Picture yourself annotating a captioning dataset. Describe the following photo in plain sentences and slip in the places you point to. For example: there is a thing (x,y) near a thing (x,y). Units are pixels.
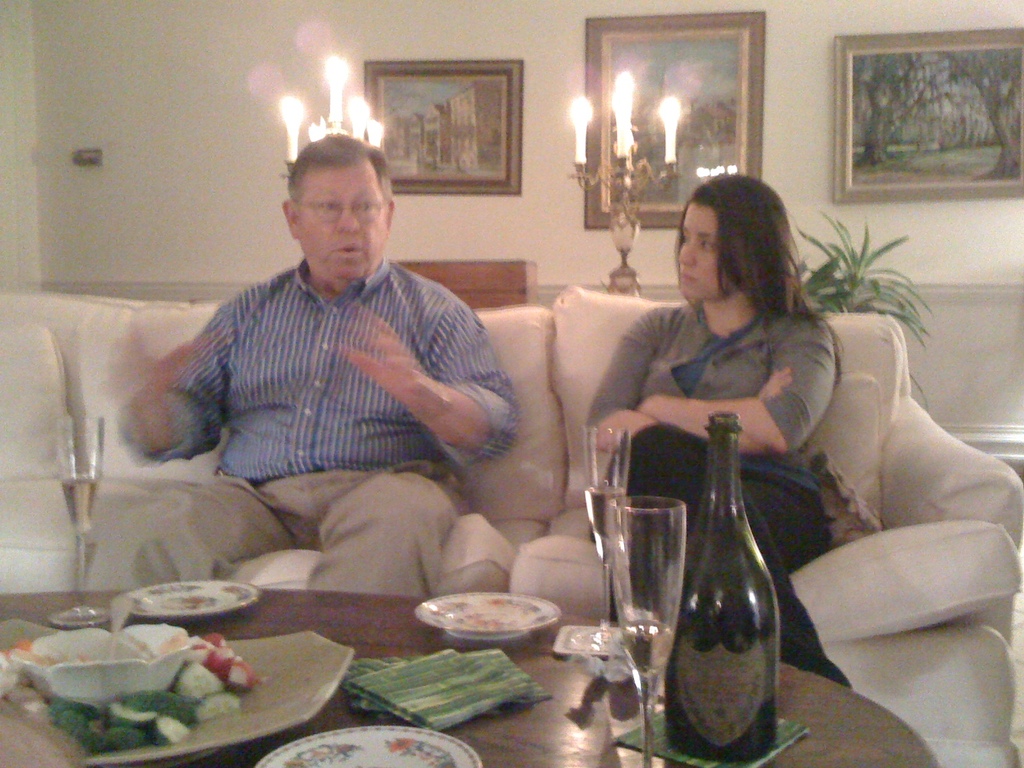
In this image i can see there are two persons (611,377) sitting on the sofa set (526,361), in front of them there is a table (321,609), on the table (344,643) there are some plates (466,607), glass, bottles (724,615) and food items (166,692) kept on the bowls (74,691) visible and back ground of the person (351,185) there is a wall (421,42), on the wall (561,14) there are some photo frames (643,35) attached to the wall (822,99) And there are some lights (578,150) visible back ground of them, and on the right side (828,276) corner there is a plant (854,269) visible.
